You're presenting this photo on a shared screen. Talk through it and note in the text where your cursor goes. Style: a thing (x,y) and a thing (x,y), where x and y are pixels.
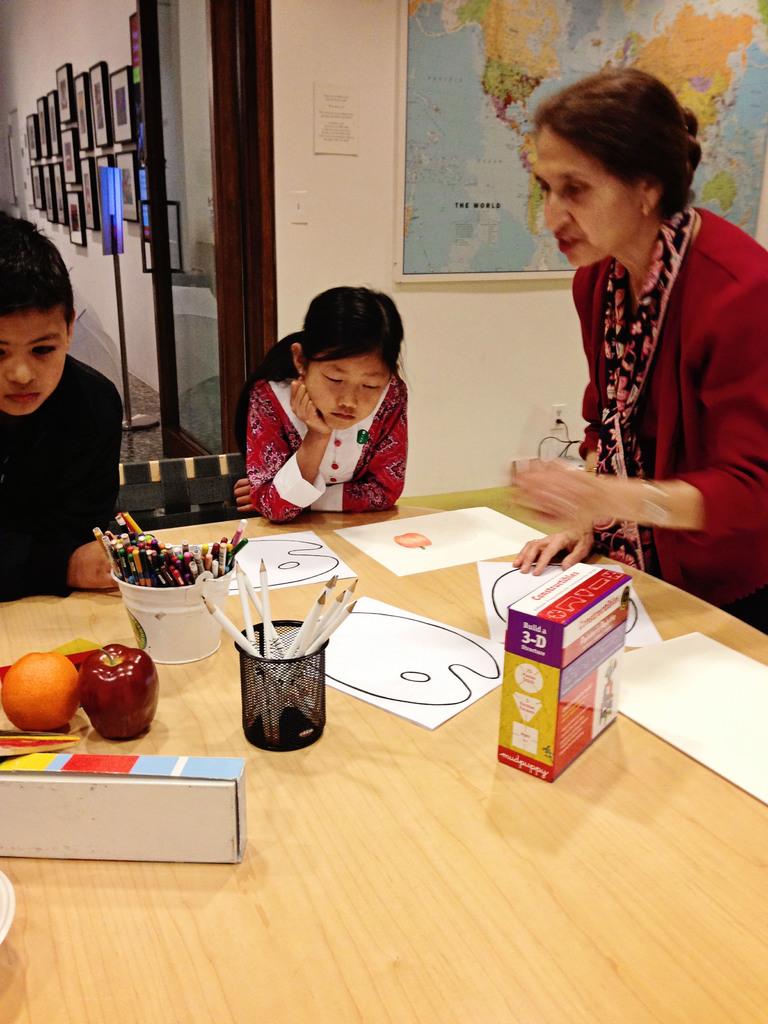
In this picture there are three people (625,347). To the left corner (61,439) there is a boy (71,461) with black t-shirt (78,472) is sitting. Beside him there is another girl (350,445) with red and white dress (360,454). And to the right side (697,369) there is a lady (734,369) with maroon dress (742,360) is standing In front of them there is a table (408,799) with papers (409,627), pens (319,604), colored pens (143,577) and pen stand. To the right side wall (330,197) there is a map (430,118). And in the left side wall (111,24) there are many frames (84,106).
